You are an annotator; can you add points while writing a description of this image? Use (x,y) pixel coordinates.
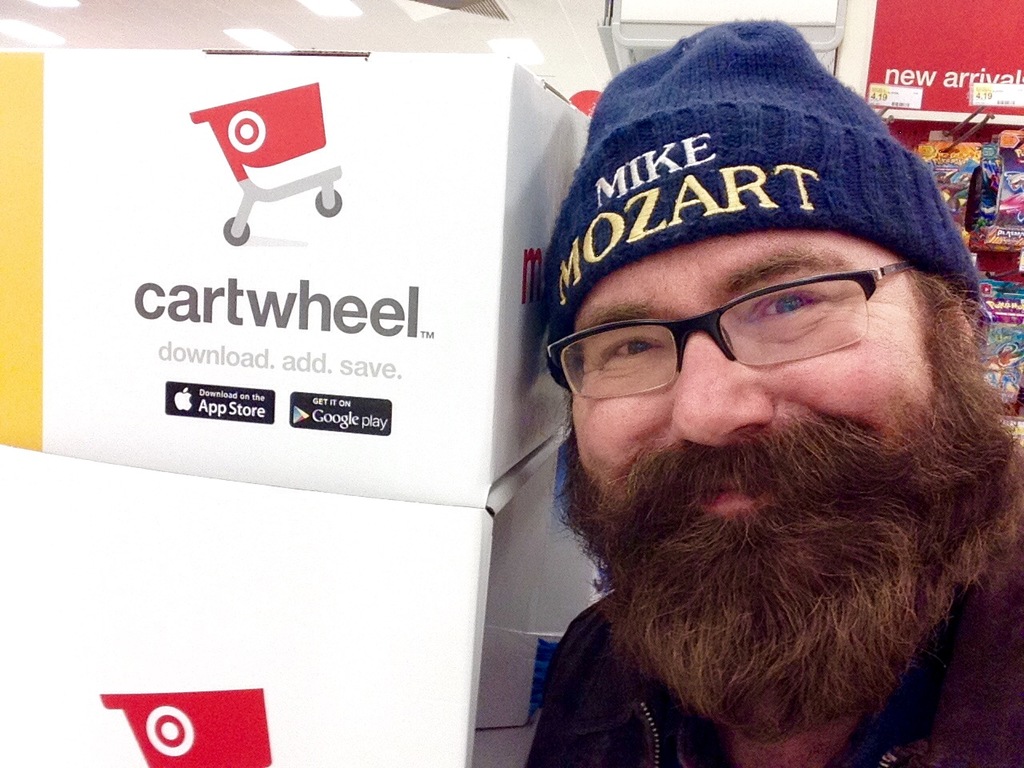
In this picture, there is a man (645,340) towards the right (838,576). Before him, there are carton boxes (333,534). On the top right (974,142), there are card packets (975,216) hanged to the pole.
